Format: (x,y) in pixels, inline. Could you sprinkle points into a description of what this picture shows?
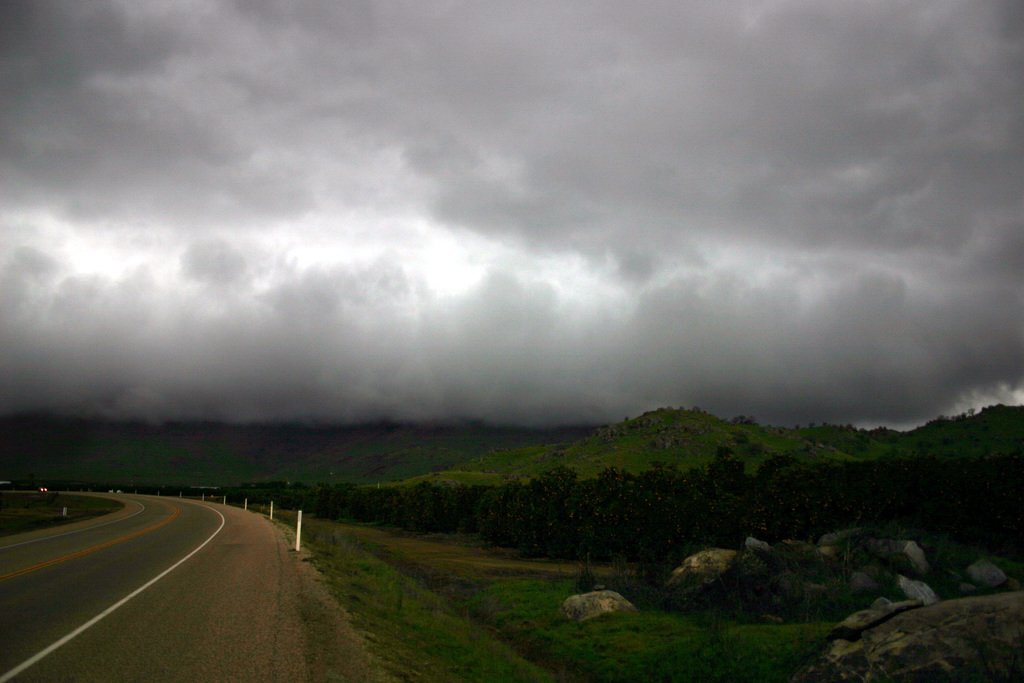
In this image I can see the road (128,566), few white colored poles (271,503), some grass (360,594) and few huge rocks (898,629). In the background (657,543) I can see few trees (546,496), few mountains (287,430) and the sky (433,180).
